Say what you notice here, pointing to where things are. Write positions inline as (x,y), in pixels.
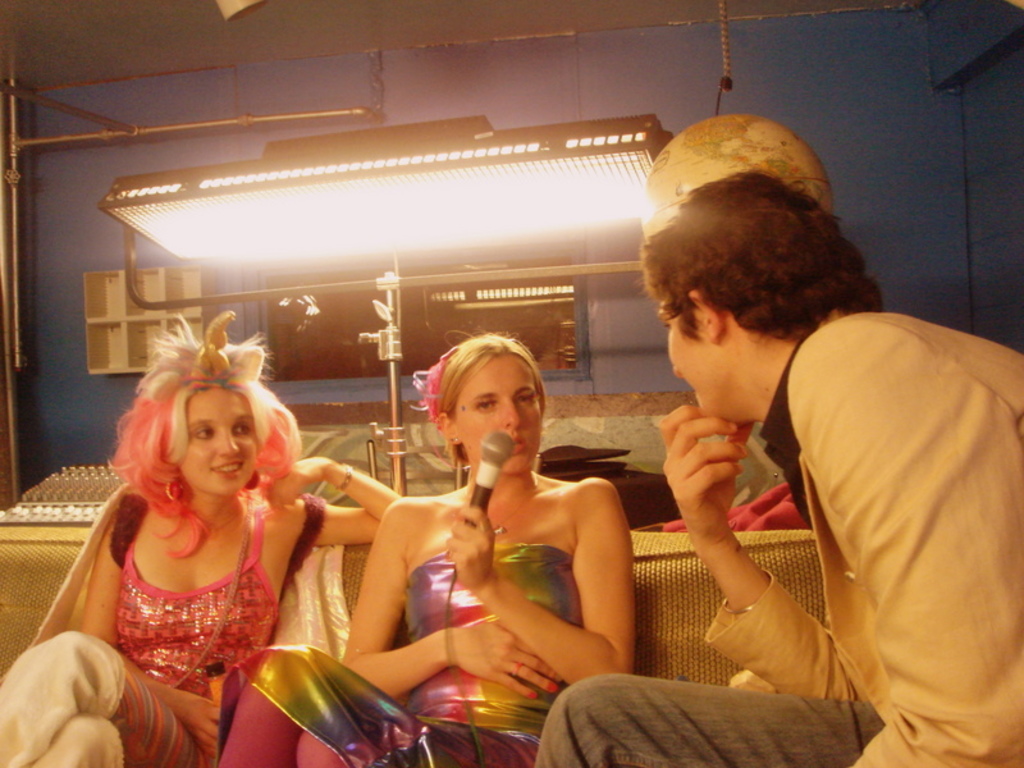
In this image we can see three persons (243,631). There is a lady (508,558) holding a mic (479,473). There is a sofa (643,543). Also there is a light stand (389,337). In the back (249,137) there is a wall (597,98) with a cupboard (112,313). Also there are pipes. And there is a globe (713,135) hanged.
